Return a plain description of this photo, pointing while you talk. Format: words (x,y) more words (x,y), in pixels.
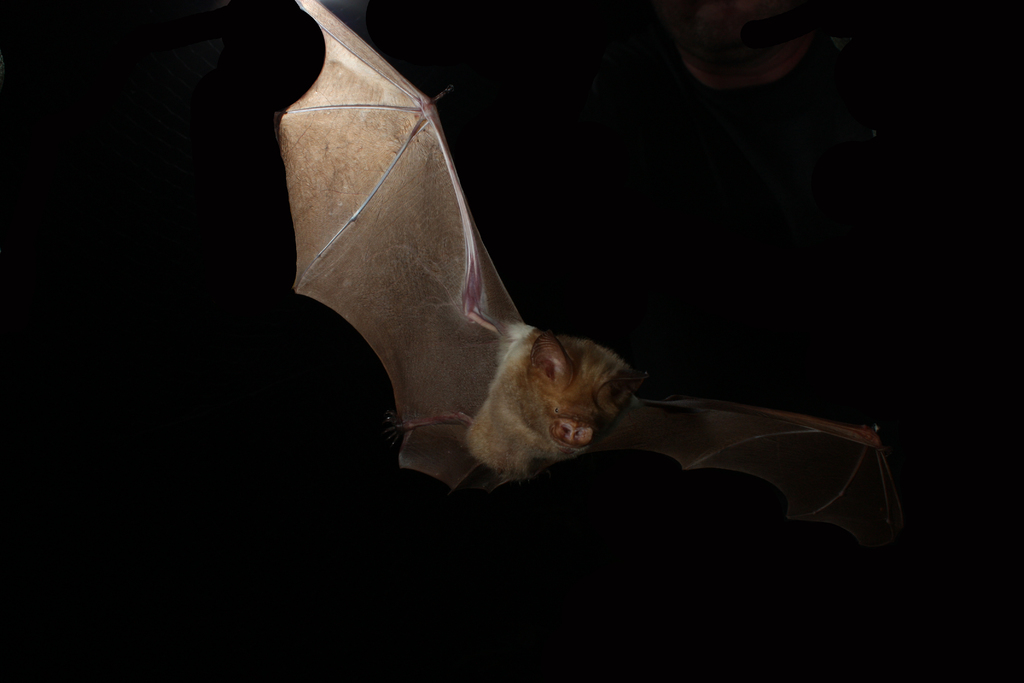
In this picture, we see a bat (467,336) which is flying. In the background (345,435), it is black in color and this picture clicked in the dark.
